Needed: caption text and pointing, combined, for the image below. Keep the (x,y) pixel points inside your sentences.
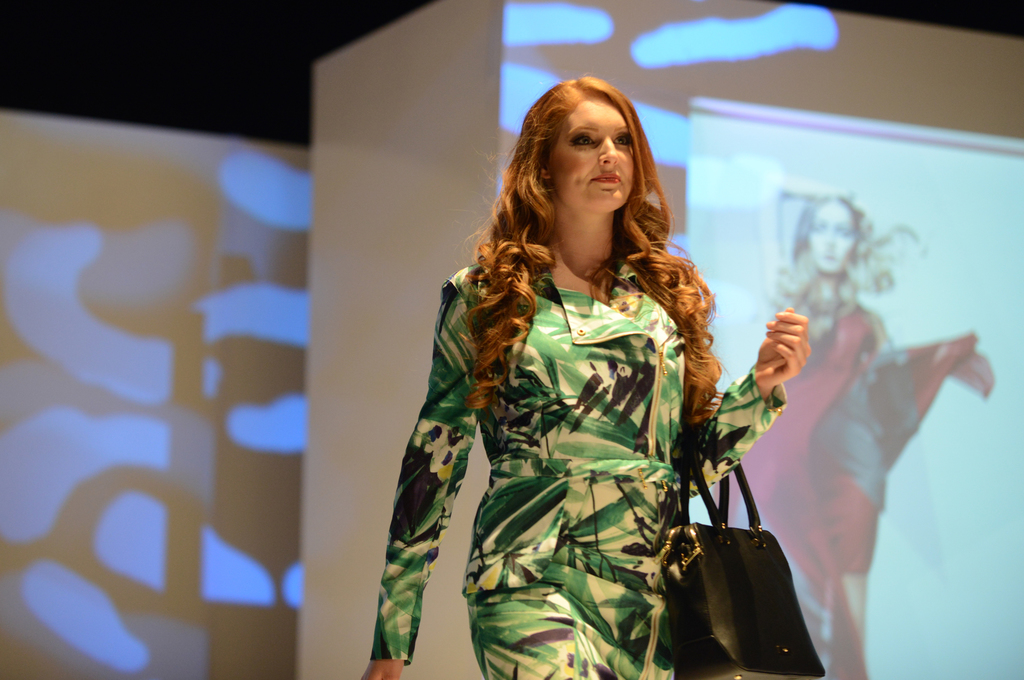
A woman (670,293) is carrying a handbag (681,602) on her hand (769,357). In the background (409,191) there is a wall (409,191) and screen (753,330).
